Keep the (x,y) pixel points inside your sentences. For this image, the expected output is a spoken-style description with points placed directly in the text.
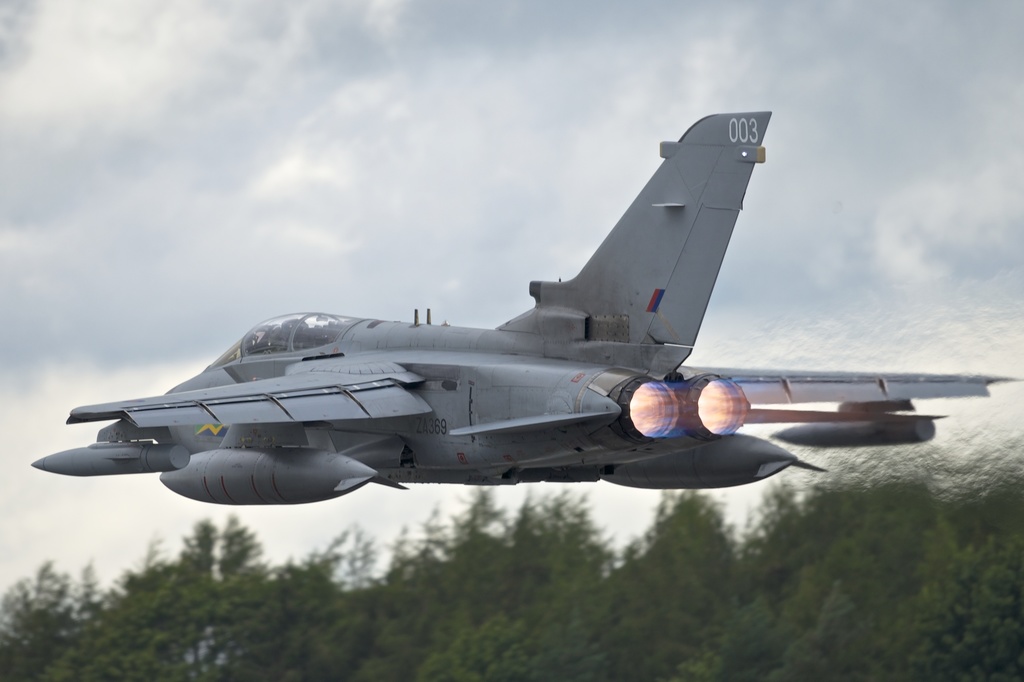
In this image we can see aircraft (384,383), trees (841,549) and we can also see the sky (389,128).
